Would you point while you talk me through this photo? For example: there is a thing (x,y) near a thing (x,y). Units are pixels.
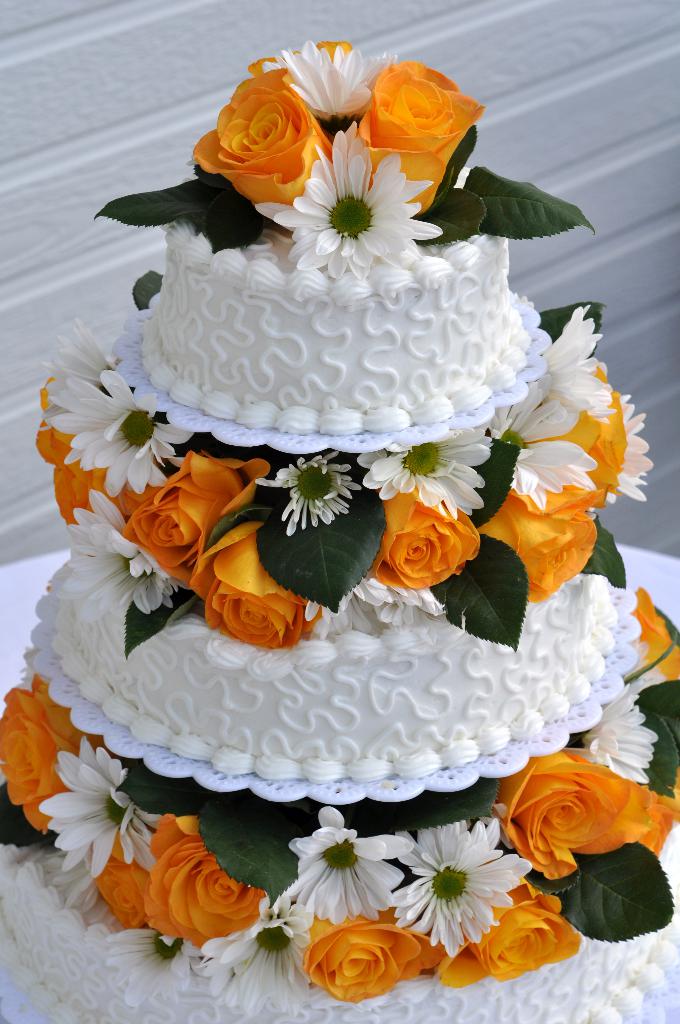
In this image there is a cake (266,720) placed on the table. In the middle (312,463) and top of the cake (255,325) there are flowers (291,466). In the background (36,141) there is a wall (161,74).
